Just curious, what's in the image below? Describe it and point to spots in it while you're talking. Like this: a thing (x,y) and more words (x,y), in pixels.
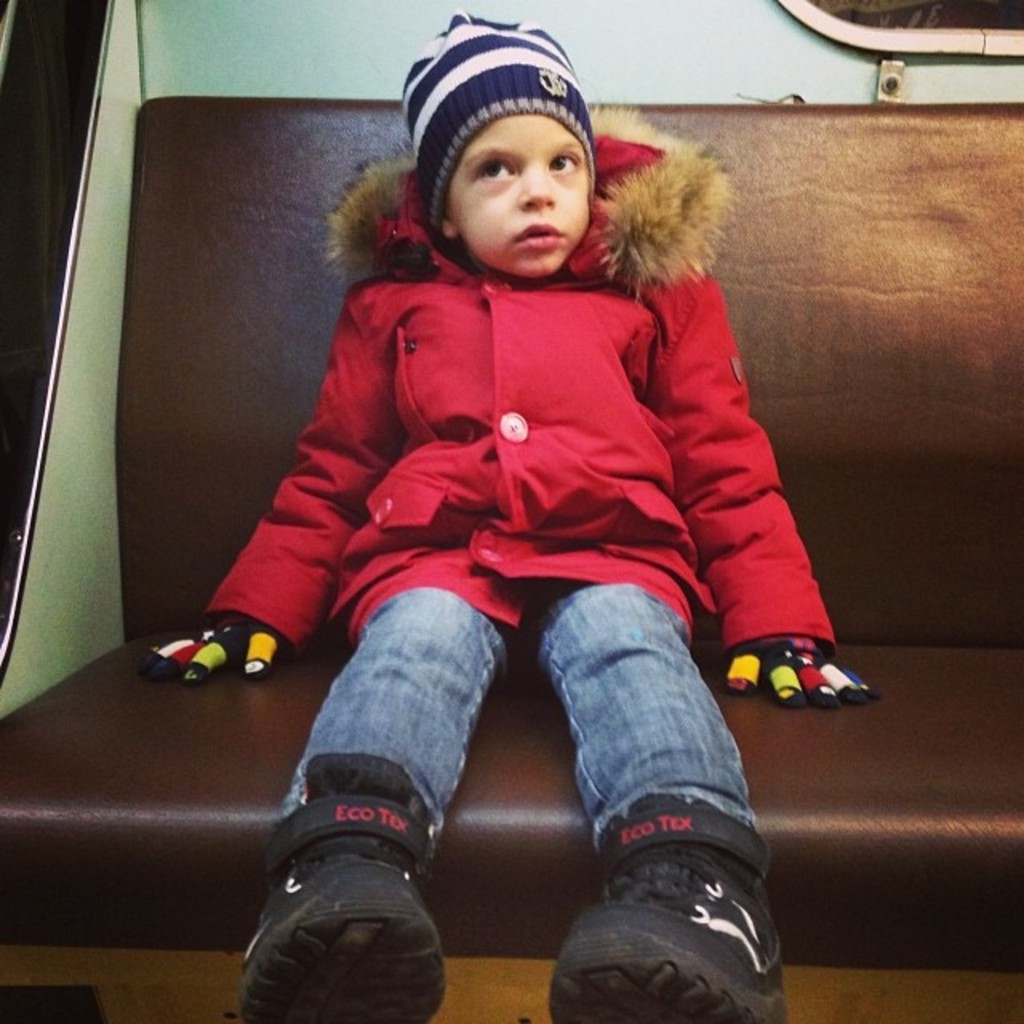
As we can see in the image there is a girl (493,473) wearing red color jacket (516,358) and sitting on sofa (256,726).
